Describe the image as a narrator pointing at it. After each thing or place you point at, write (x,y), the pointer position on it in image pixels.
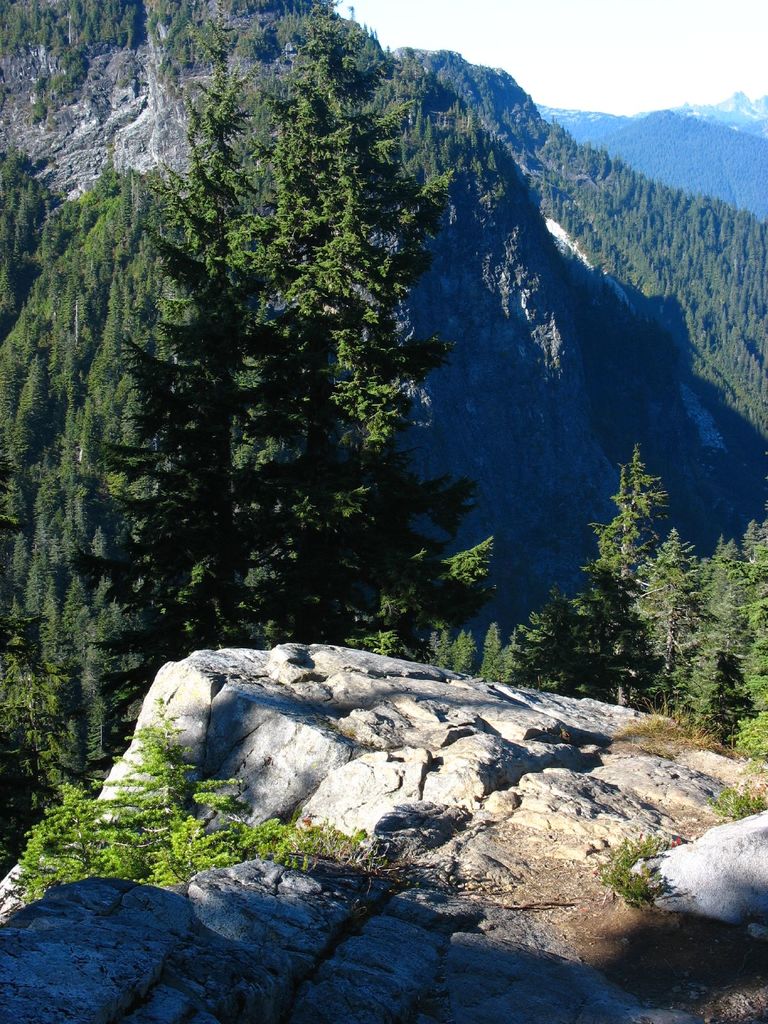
In this image we can see so many trees (620,260) on the mountains (600,307) and the sky (603,38) is in white color.
